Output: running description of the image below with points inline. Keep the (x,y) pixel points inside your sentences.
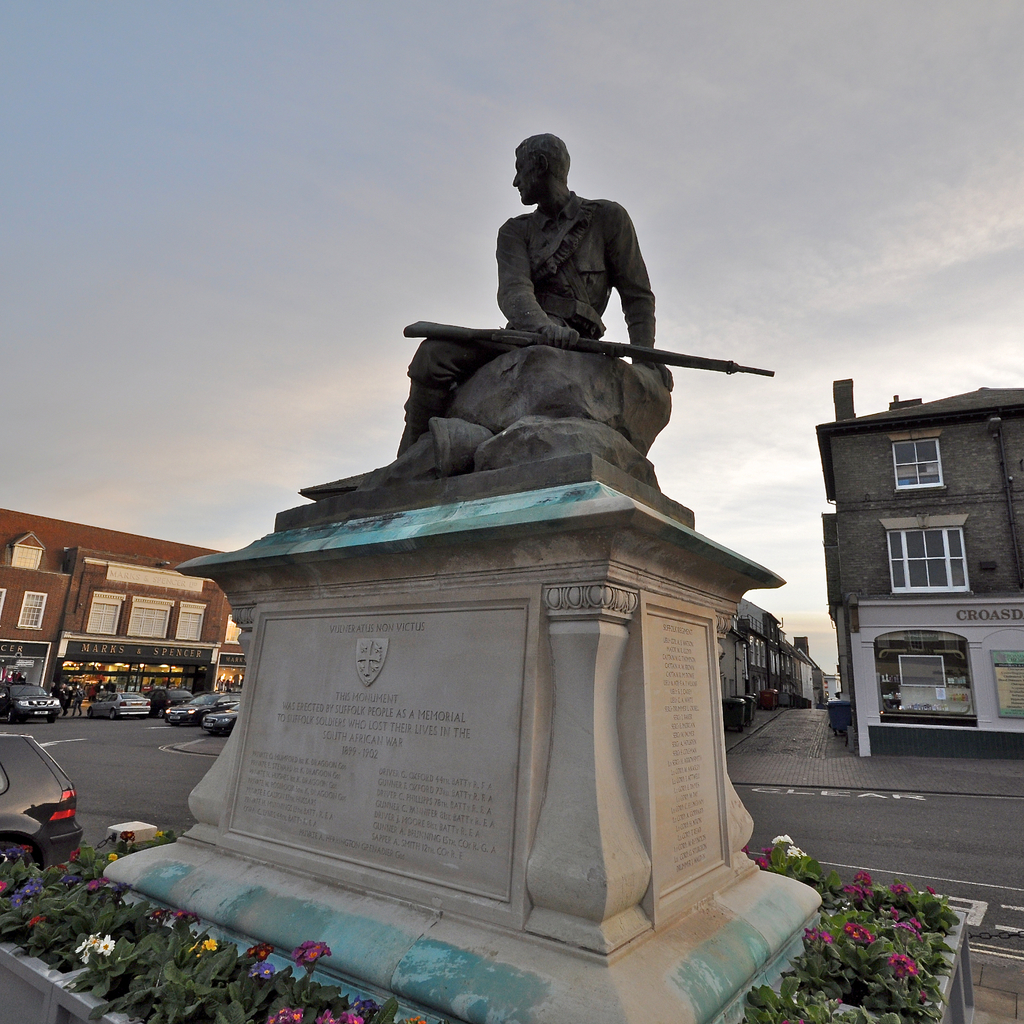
In front of the picture, we see the statue (567,615) of the man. At the bottom of the picture (172,954), we see plants (197,920) which have flowers (202,944). Behind the statue (159,896), we see cars (204,693) which are moving on the road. On the right side (851,673), we see a building (837,576). In the background (776,650), there are buildings (787,656). At the top of the picture (227,215), we see the sky (227,215).
